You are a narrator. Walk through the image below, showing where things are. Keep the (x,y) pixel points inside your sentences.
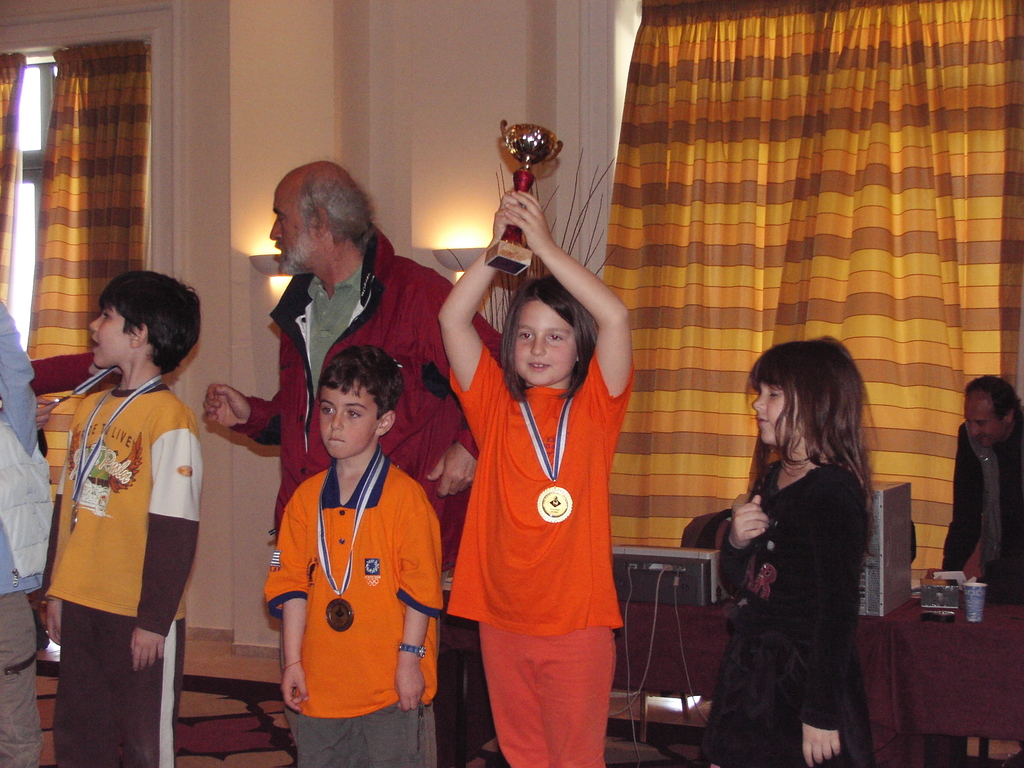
3 children (140,461) are standing wearing medal (535,430). A girl (518,291) is holding a trophy (506,261). There are other people (452,438) at the back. There is a table (914,646) at the back (640,644). There are windows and curtains (802,154) at the back (665,215).
